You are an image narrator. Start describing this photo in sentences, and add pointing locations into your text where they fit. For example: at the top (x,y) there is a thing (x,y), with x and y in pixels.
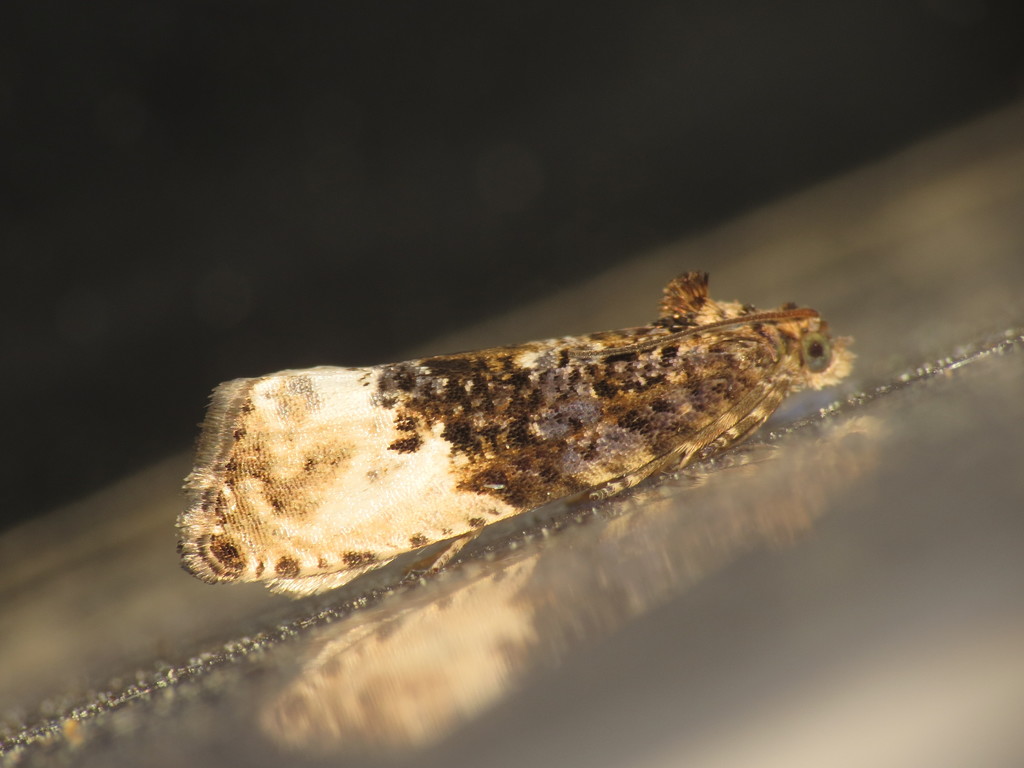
There is an insect (762,388), it has wings (525,446) and eyes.
